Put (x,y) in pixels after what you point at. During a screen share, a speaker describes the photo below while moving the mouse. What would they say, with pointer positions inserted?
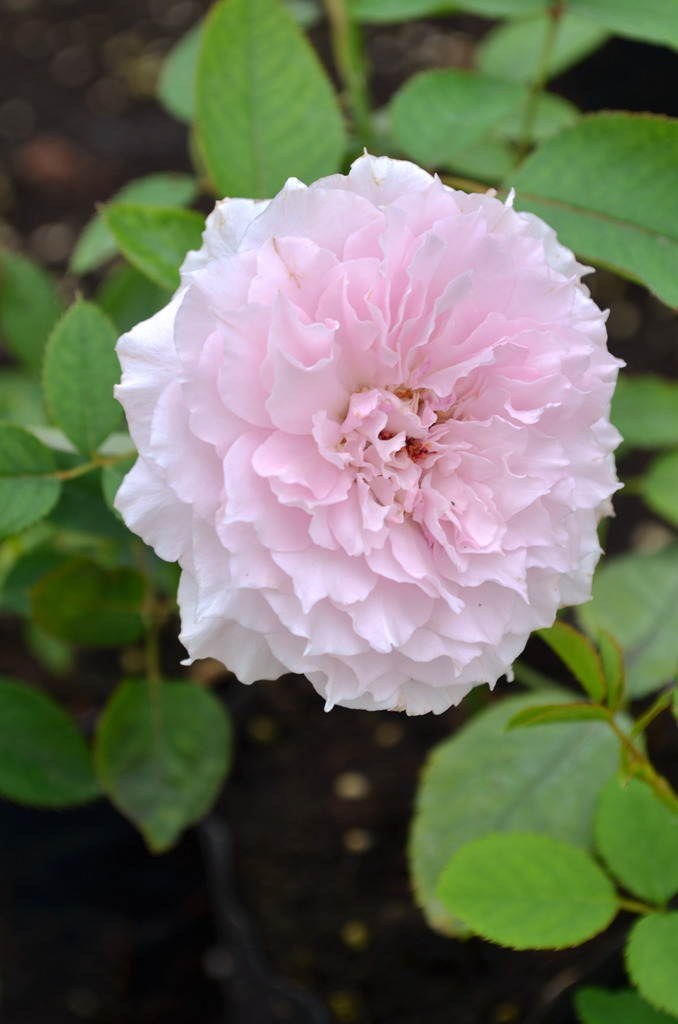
In this image I see a flower (302,321) which is of white and pink in color and in the background (83,334) I see number of green leaves (40,537).
